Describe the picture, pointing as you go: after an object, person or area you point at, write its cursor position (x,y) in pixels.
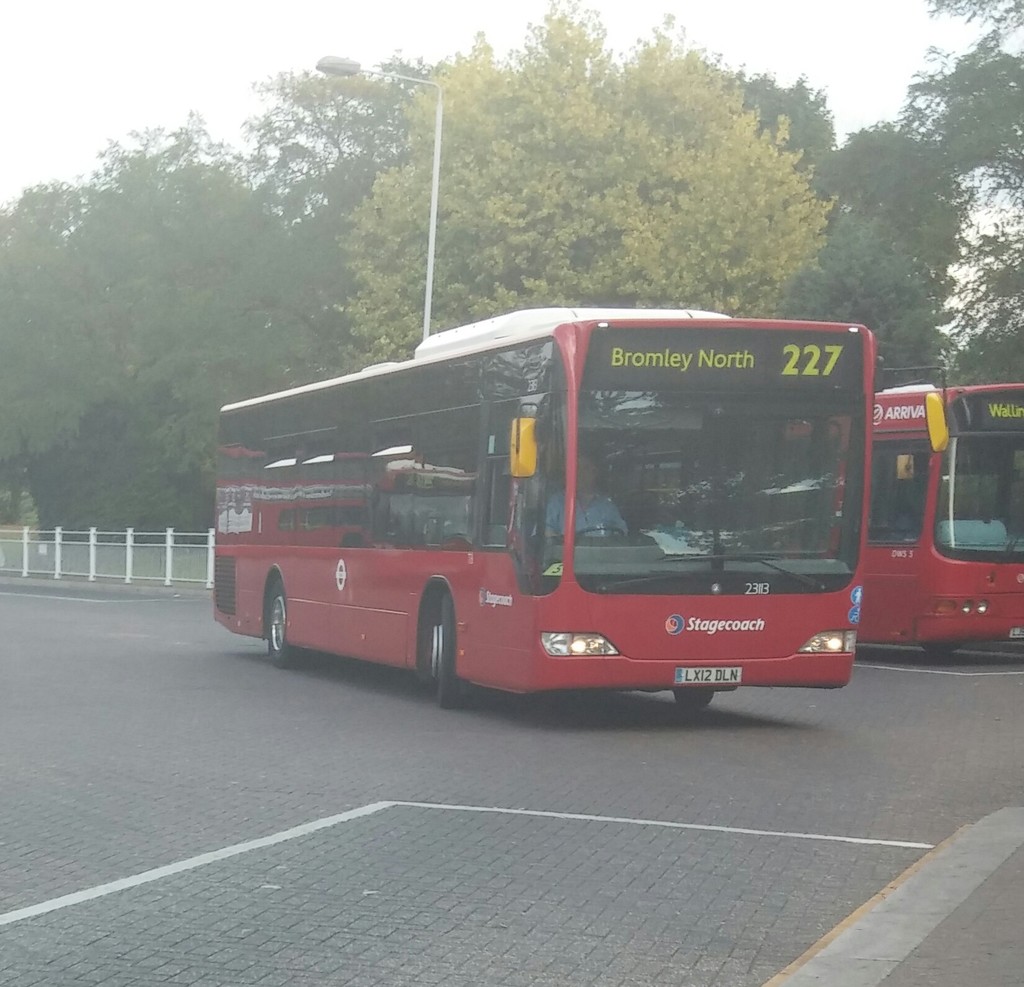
In this picture I can see vehicles (1003,560) on the road (495,790), there is a pole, light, there are trees (369,210), and in the background (29,68) there is the sky (666,6).
